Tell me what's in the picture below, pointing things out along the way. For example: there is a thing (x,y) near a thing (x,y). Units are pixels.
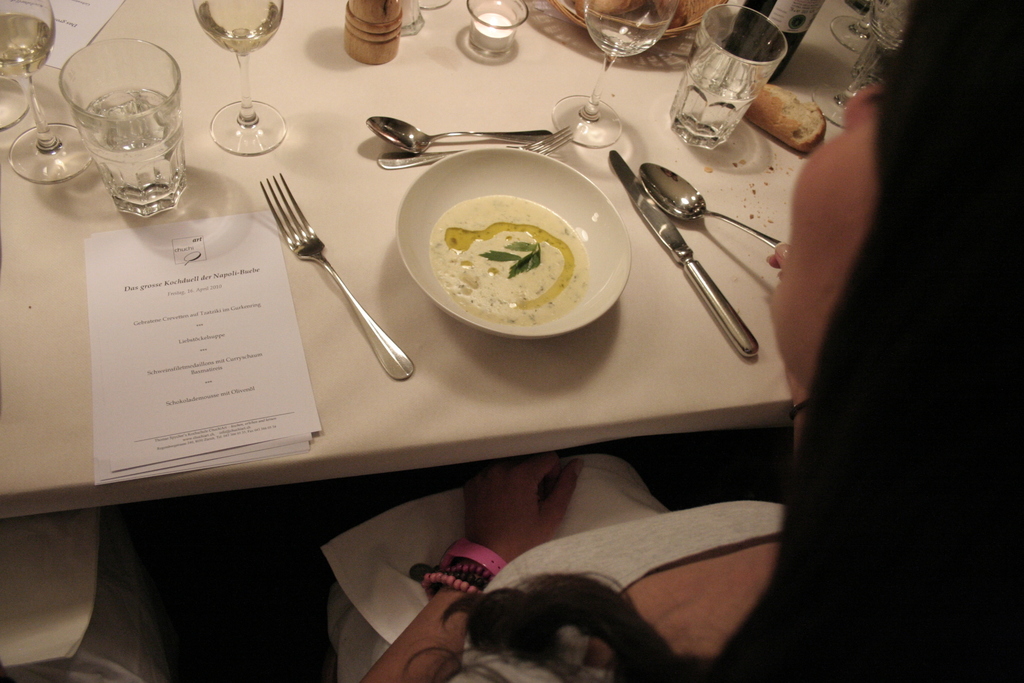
In this image I can see a person (717,645) and a table (328,326). On this table (316,203) I can see number of spoons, a plate (516,186), few glasses (741,38) and a paper (178,312).
